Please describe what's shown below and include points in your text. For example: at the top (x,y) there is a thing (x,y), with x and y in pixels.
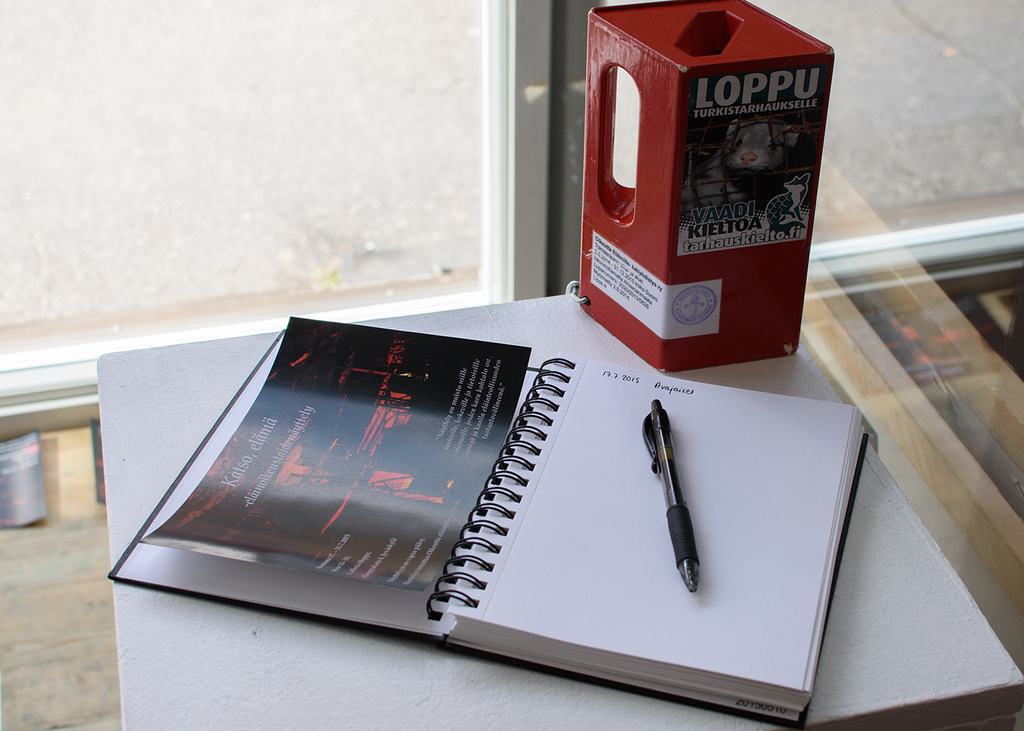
In this picture there is a book (587,485) and box (675,340) on the table (718,367) and there is a pen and pamphlet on the book (704,542) and there is a text (242,464) on the book (704,432). At the back (884,88) there is a glass wall (266,193). At the bottom (36,620) there is a wooden floor (42,630) and there are pamphlets (16,488).
